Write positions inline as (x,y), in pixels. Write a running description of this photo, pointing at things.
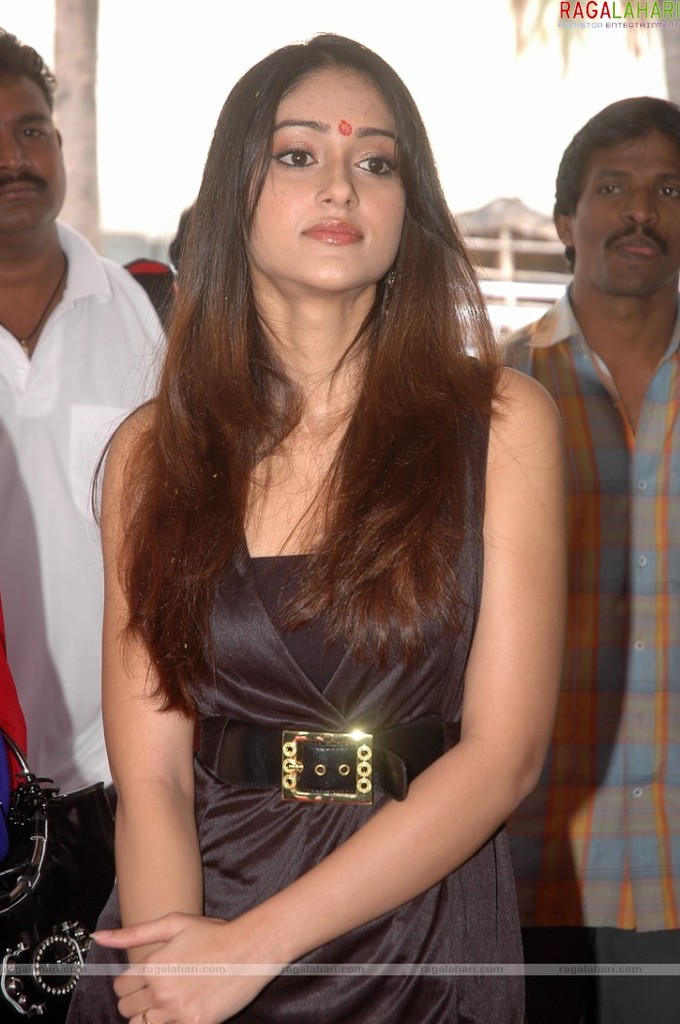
In this picture I can see a woman (236,864) standing, there are two persons (602,205) standing, and there is blur background (368,0) and there are watermarks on the image.
